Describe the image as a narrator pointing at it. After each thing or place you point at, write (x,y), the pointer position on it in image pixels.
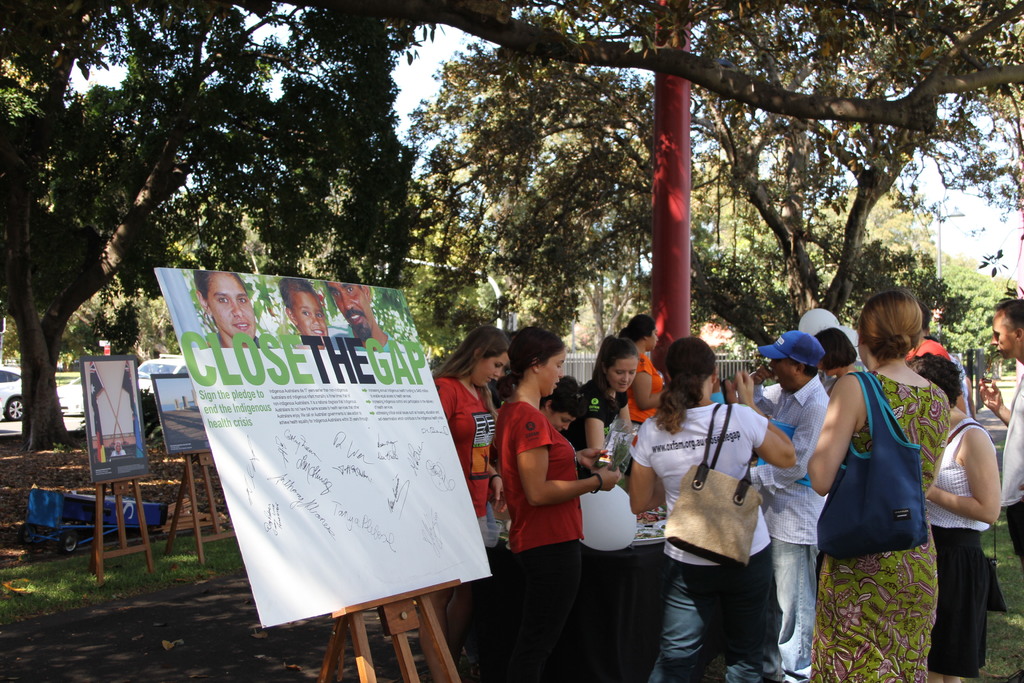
In the middle of the image (361,301) we can see some banners (399,322). In the bottom right corner of the image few people (534,664) are standing. Behind them there are some trees (782,149), poles (513,327) and fencing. Behind the fencing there are some vehicles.
